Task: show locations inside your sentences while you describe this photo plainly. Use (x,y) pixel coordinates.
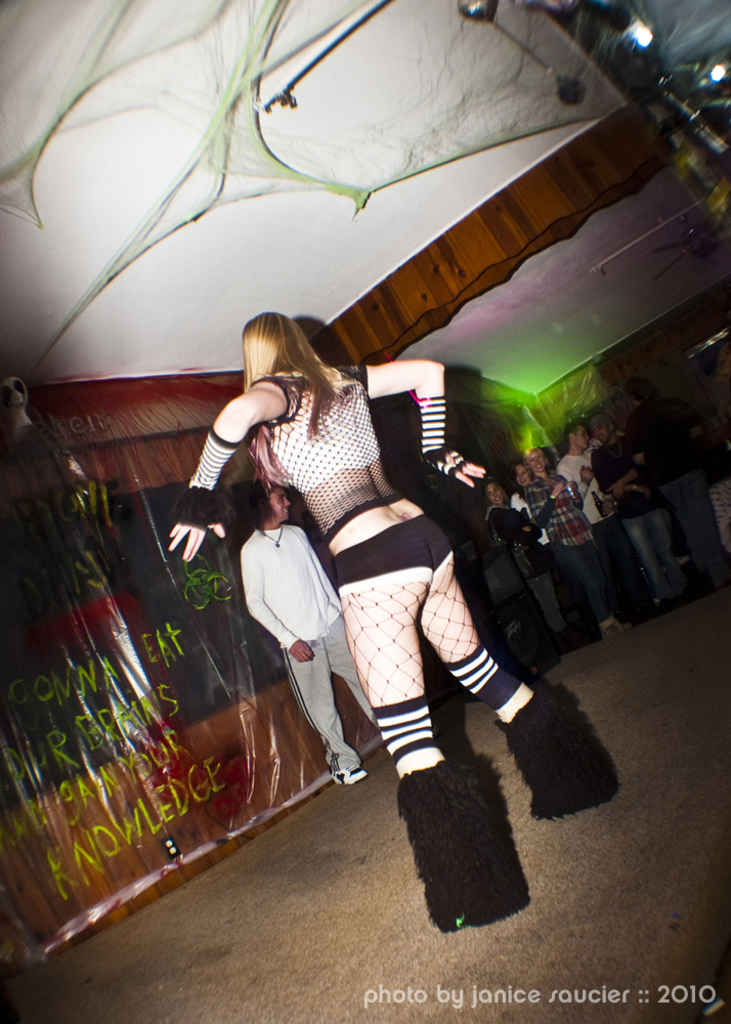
In this image, I can see a two persons (335,635) standing on the floor (366,781). On the left side of the image (118,771), there is a banner (62,621) attached to the wall (111,410). At the top of the image (177,74), I can see a ceiling (321,94). In the background (568,464), there are group of people (683,464) standing. At the bottom right corner of the image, I can see a watermark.
